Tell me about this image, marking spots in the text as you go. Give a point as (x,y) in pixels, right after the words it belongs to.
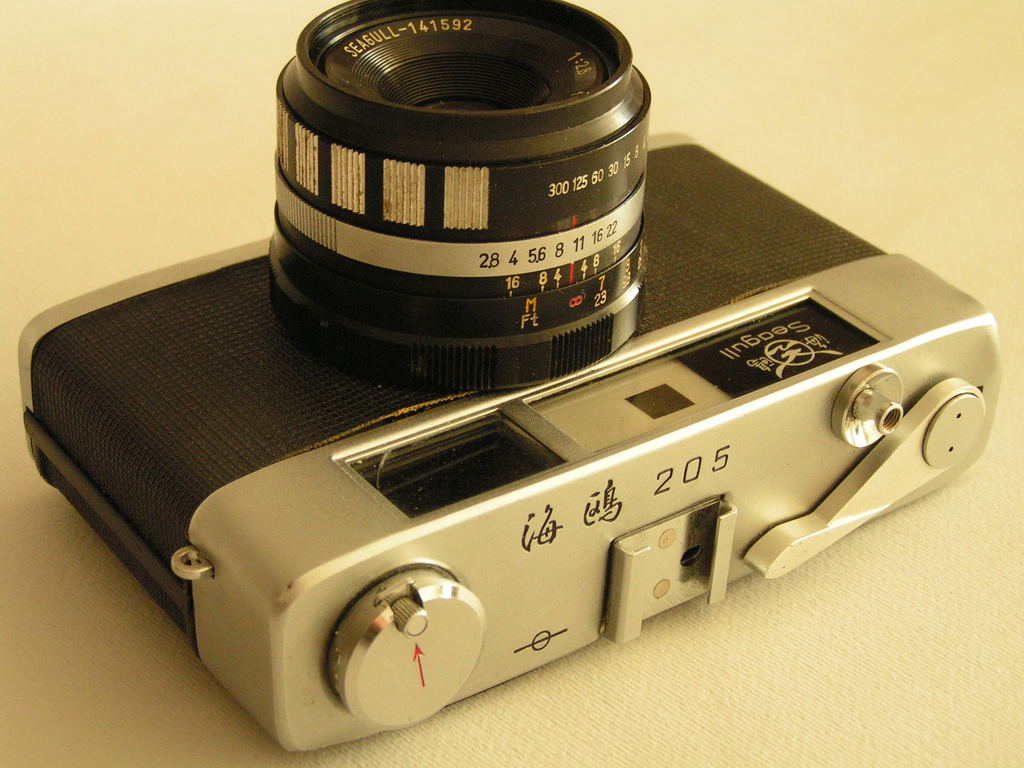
In this picture we can see a camera (488,499).
